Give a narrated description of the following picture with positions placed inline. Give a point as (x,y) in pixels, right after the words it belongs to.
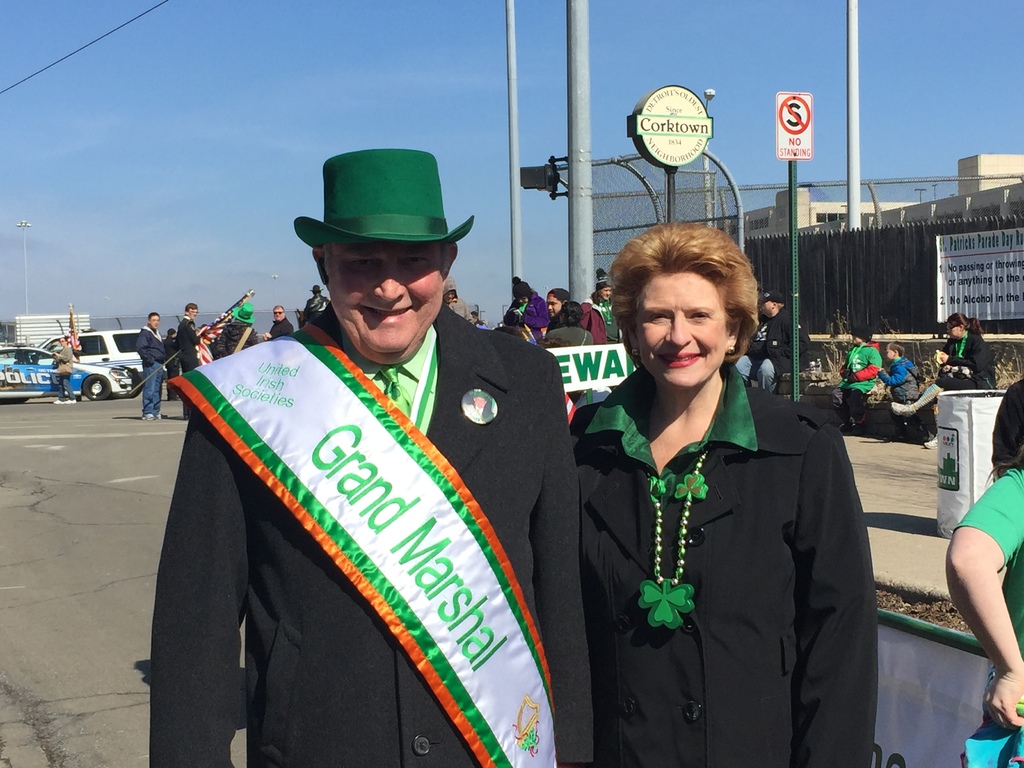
In the image we can see a man (526,484) and a woman (695,453) wearing clothes (591,508) and they are smiling. The woman (625,464) is wearing neck chain (684,551) and the man (561,564) is wearing a hat (409,179) and badge (485,406). We can see there are many poles (583,148) and buildings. There are even other people (222,337) standing. We can see road (62,495) electric wire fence (880,284), poster (963,283) and the sky (217,63).
